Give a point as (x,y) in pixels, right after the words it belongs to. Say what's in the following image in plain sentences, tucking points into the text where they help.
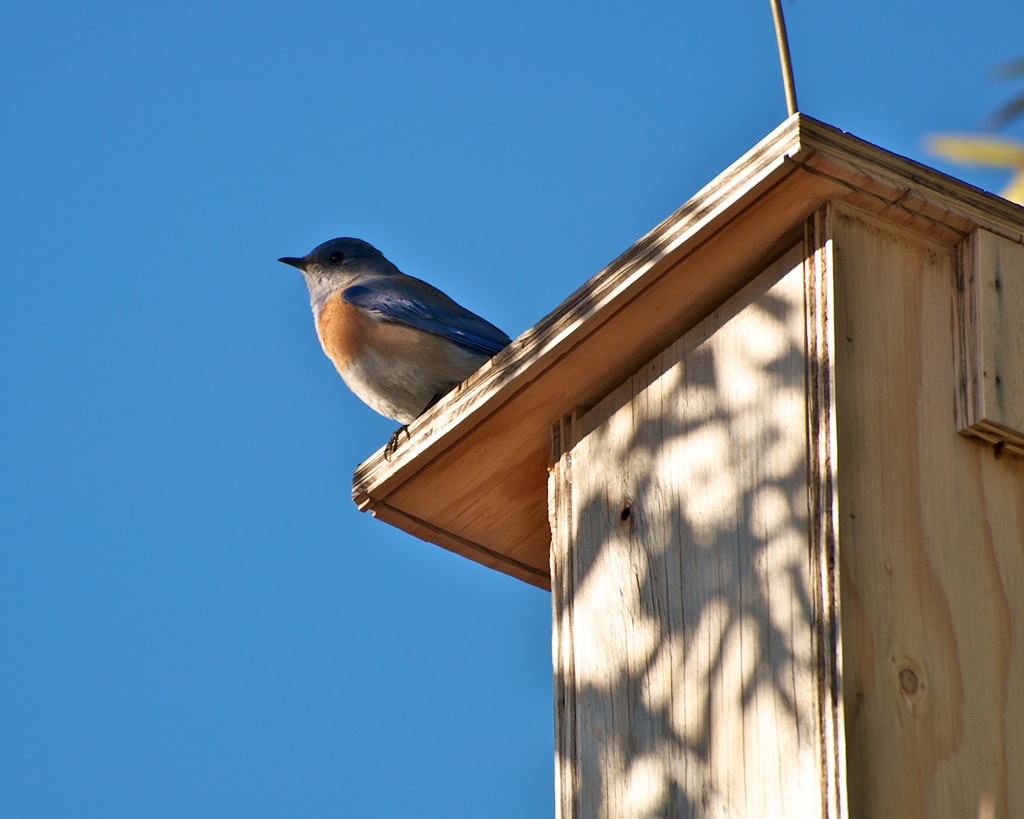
In the center of the image (382,371), we can see a bird (396,369) on a wooden box (651,412) and in the background (120,102), there is sky (538,75).
